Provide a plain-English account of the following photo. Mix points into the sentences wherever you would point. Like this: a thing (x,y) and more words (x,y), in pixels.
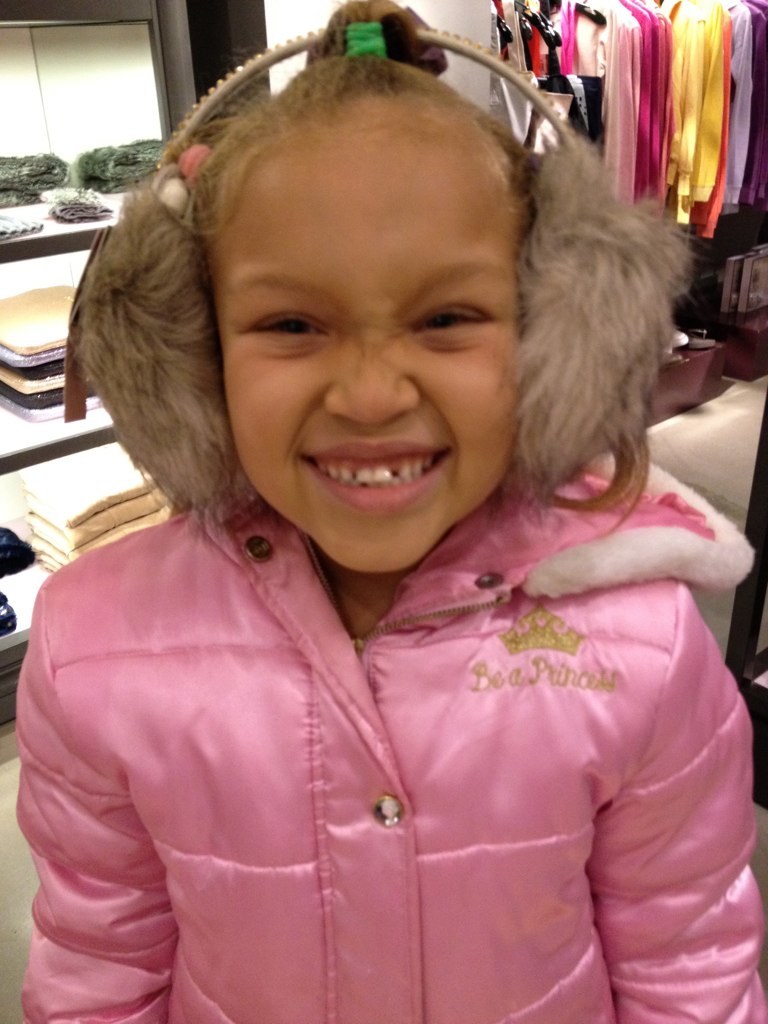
In this image there is one kid (349,626) standing in the middle of this image (412,610). There is a wall (286,25) in the background (293,58). There are some shirts (532,52) kept on the top right corner of this image (613,97), and there are some clothes (17,399) kept in a shelf (67,424) on the left side of this image (60,374).
